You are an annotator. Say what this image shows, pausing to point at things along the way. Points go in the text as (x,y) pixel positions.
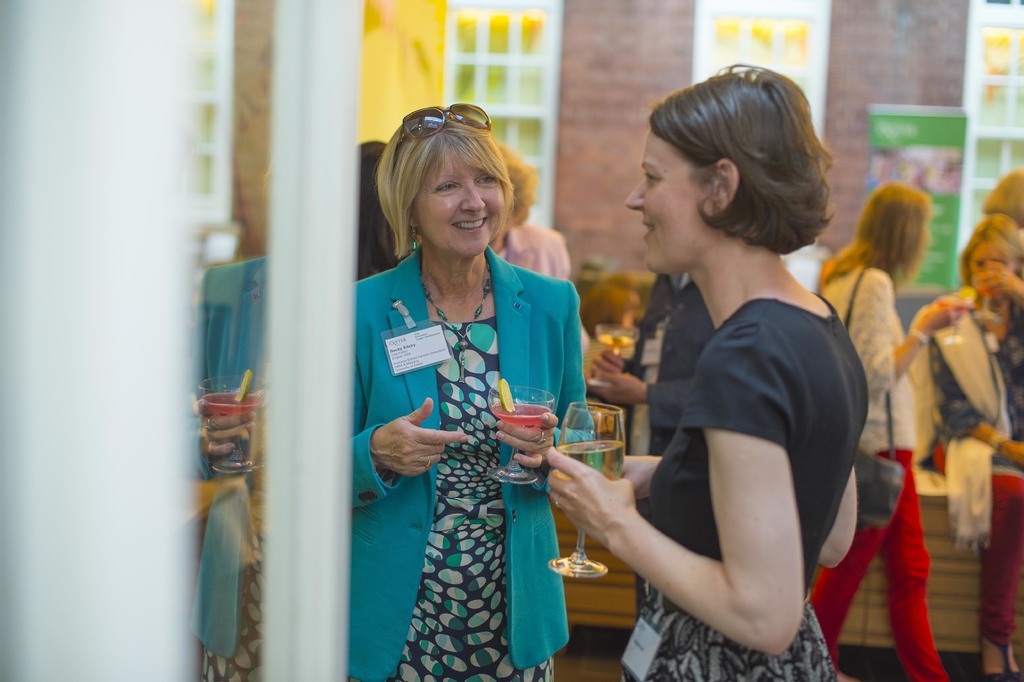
In this image there are two women (560,350) who are standing in the middle (545,409) by holding the glasses (606,448). In the background (888,262) there are few other women (942,395) who are sitting and drinking the drink (965,302). In the background (693,50) there is a wall (644,48) to which there are windows (728,56). On the left side (334,205) there is a mirror (210,232).
